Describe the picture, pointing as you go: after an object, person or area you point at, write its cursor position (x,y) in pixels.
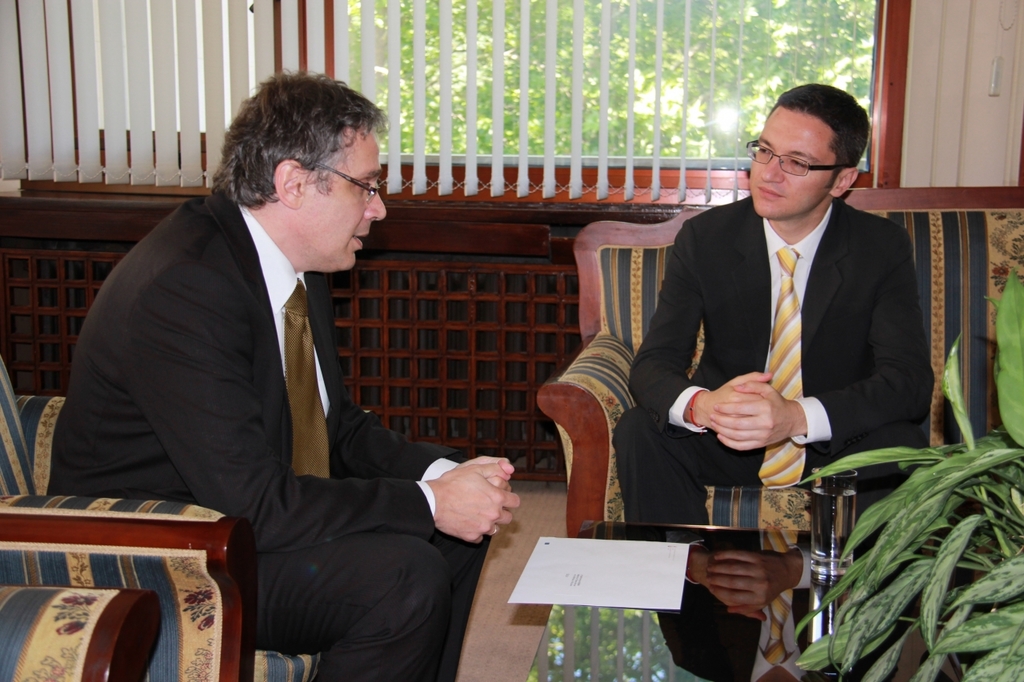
This picture shows two men (328,340) sitting on chairs (568,402) in front of a table (689,601), there is a water glass (817,533) on the table (781,548) and we can see one paper (657,588), on the right bottom of the image (986,543) we can see a plant (983,520), in the background (547,81) the window blind (546,94) from the window (539,49) we can see a tree (561,33).
